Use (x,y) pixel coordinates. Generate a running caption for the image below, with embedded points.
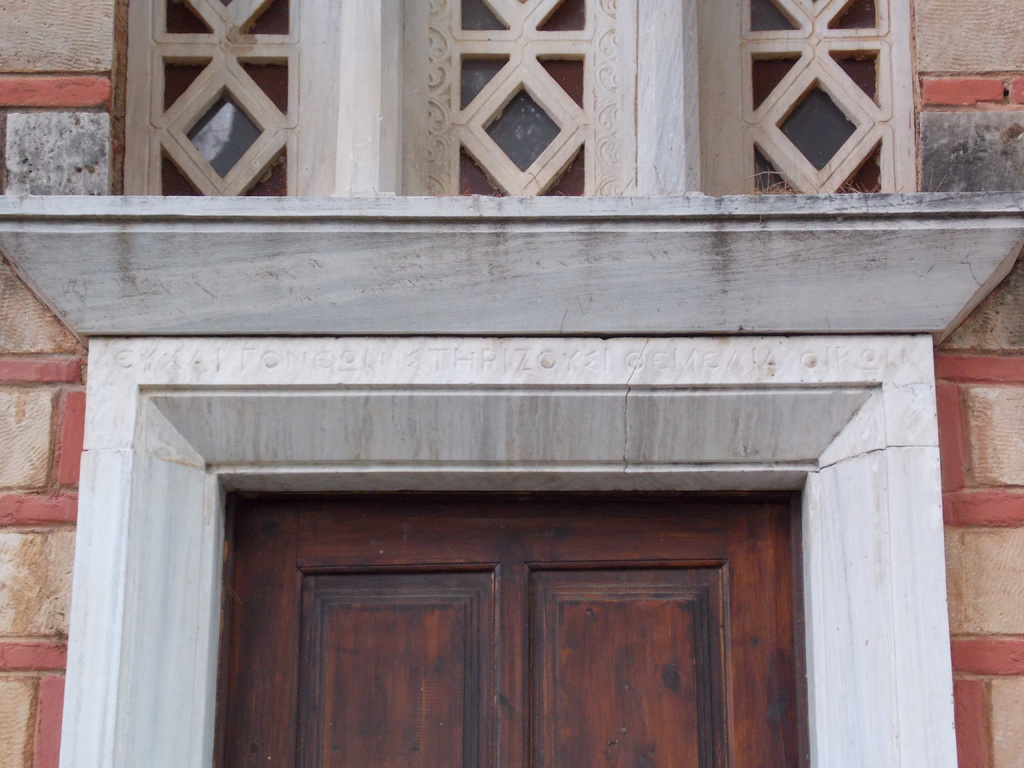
In the center of the image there is a door (766,544). There is a wall (68,60).
